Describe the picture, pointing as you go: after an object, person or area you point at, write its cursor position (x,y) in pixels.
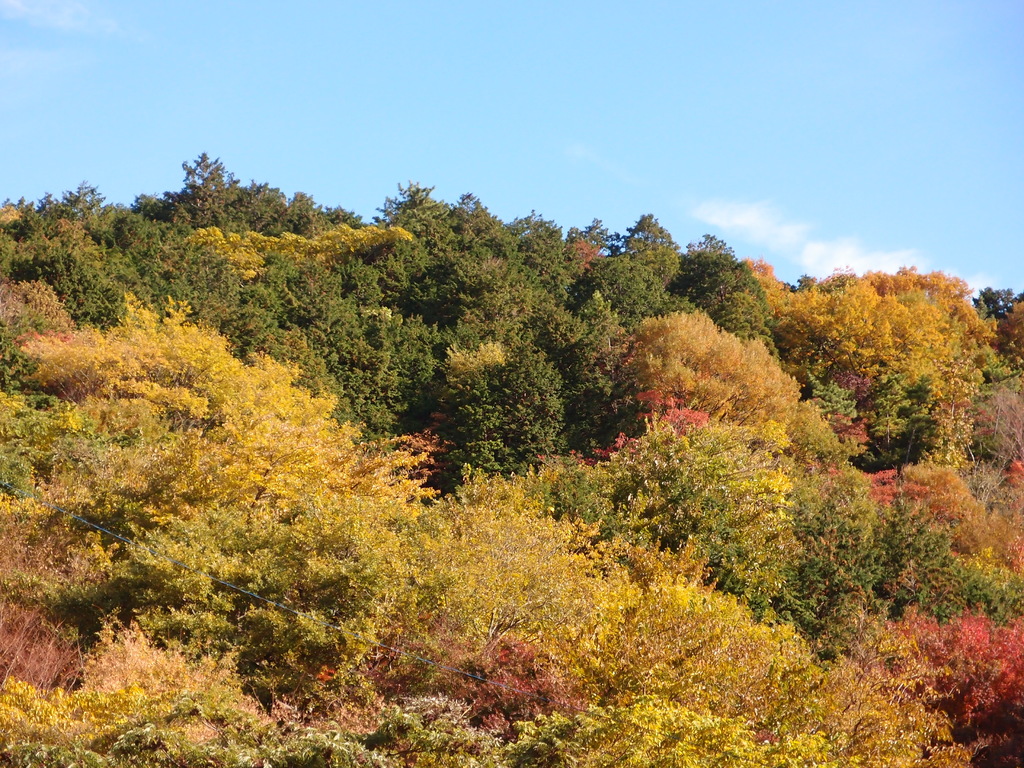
In this image there are trees (472,457) and we can see clouds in the sky (615,71).
